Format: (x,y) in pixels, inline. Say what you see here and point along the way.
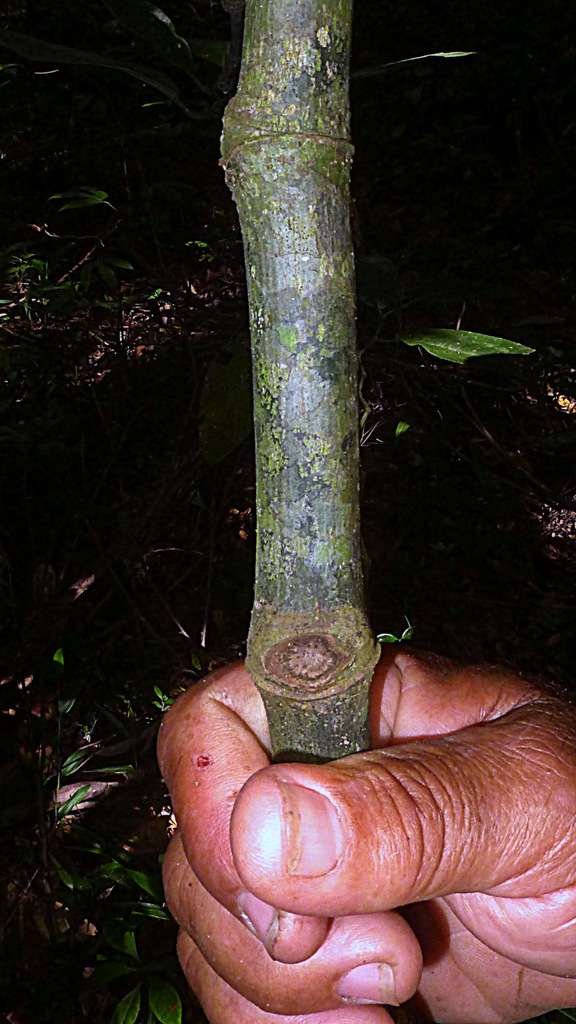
In this image there is one persons hand (215,678) is visible and the person (318,769) is holding some stick (345,346), and in the background (362,408) there are plants (184,636).
